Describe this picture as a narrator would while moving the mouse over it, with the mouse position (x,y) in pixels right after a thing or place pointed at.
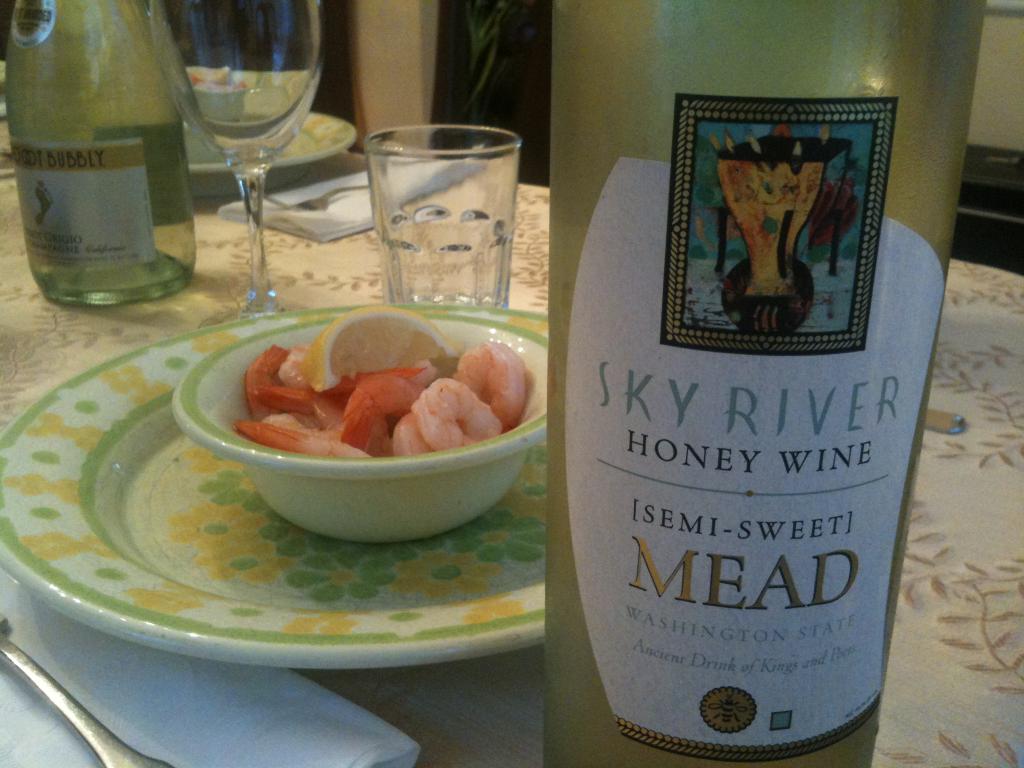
This image is taken indoors. In the background (405,92) there is a wall (405,84). At the bottom of the image (488,732) there is a table (487,729) with a table cloth (959,537), a glass (450,211), a wine glass (226,121), a few tissue papers (299,701), forks (51,682), two plates (315,152) and two wine bottles (731,287) on it. In the middle of the image (442,343) there is a bowl (290,330) with shrimps (368,378) and a lemon slice (387,320) on the plate (185,524).
